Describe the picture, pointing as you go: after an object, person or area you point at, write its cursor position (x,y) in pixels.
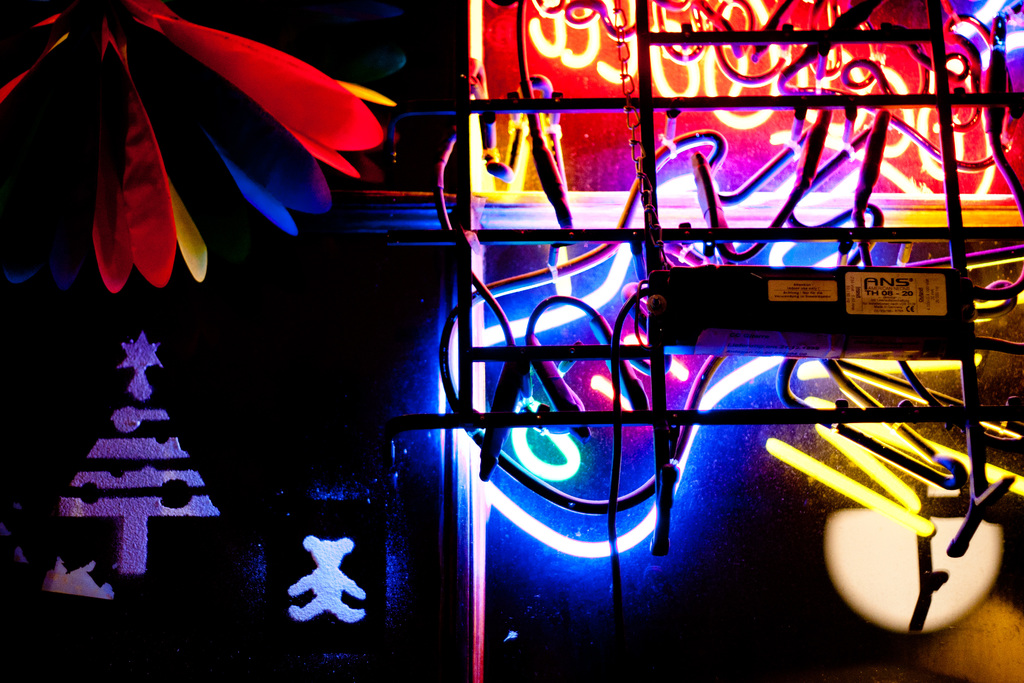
In this picture we can see a few rods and a chain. There is some text (811,286) visible on a white surface (937,301). We can see a craft (143,127) in the top left (209,143). There is some art (356,582) visible on the left side (112,497). We can see a few lights (731,214) in the background (653,528).
